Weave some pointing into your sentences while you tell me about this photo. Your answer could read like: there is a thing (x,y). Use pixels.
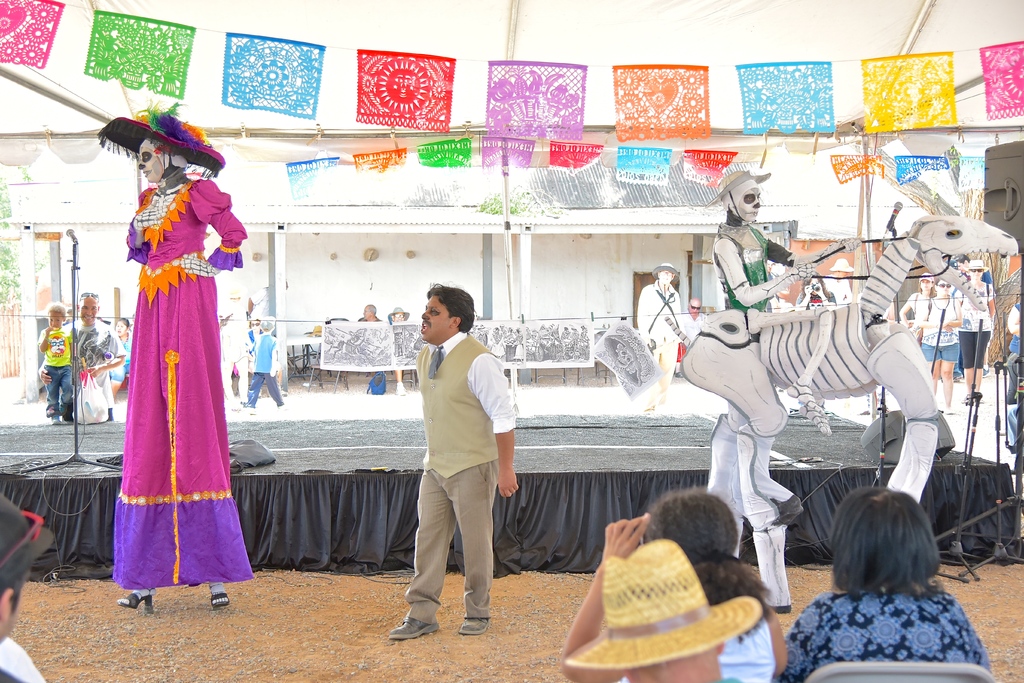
In the image we can see there are people (712,617) and children's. They are wearing clothes (764,253). Here we can see a skeleton (796,264) of a person (755,287) and a horse (851,359). Here we can see sand (312,626), stage (302,478), microphone (87,463) and cable wires (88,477). Here we can see tables (315,334) and a building (518,190). Here we can see fence (13,343), tree (7,250) and decorative papers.
